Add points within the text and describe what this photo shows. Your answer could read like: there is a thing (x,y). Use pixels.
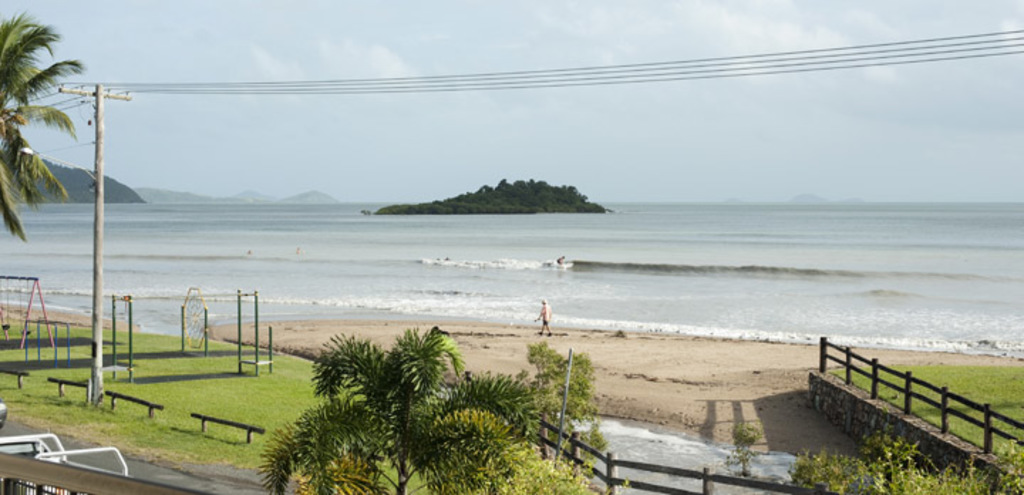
In this image in the front (417,378) there are trees (447,436) and there is a wooden fence (670,474). In the center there is grass (257,384) on the ground (214,381), there is a pole (101,334) and there are cradles (69,329) and on the pole (107,98) there are wires (161,90) and there is a tree (16,135). In the background (437,243) there is a person (545,309) walking and there is an ocean (582,219) and trees (503,202) and the sky (880,118) is cloudy.
